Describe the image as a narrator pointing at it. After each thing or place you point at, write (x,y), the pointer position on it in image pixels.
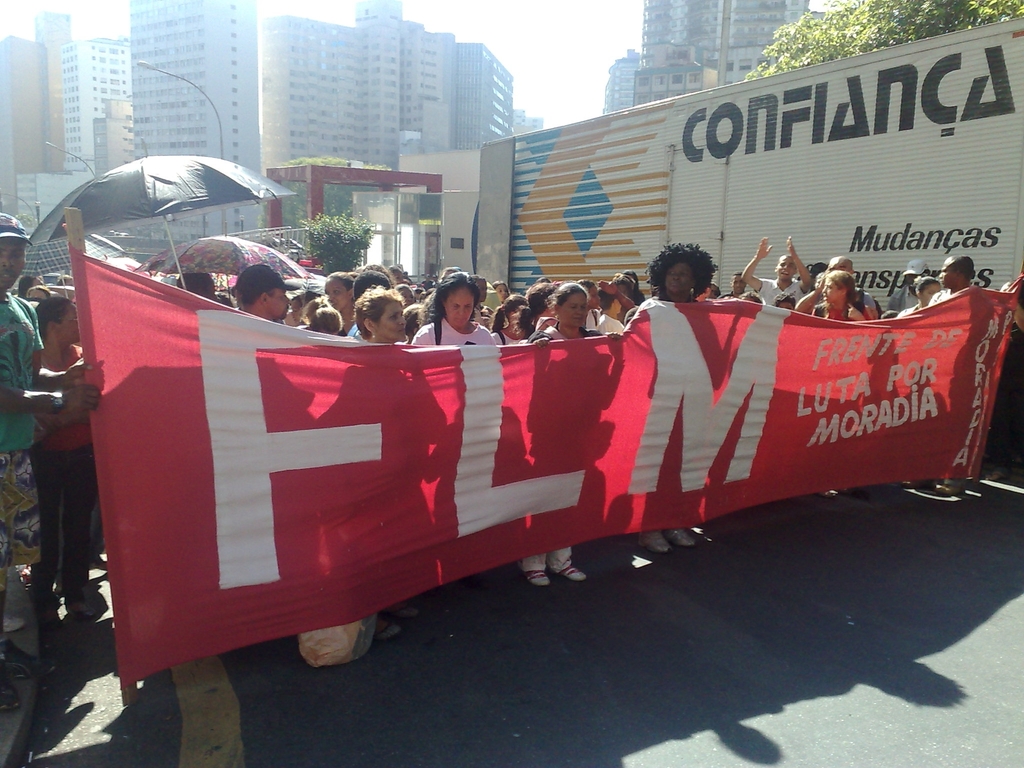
There are group of people (786,260) standing. I can see few people (561,326) holding a banner (245,388) and few people (290,313) holding the umbrellas (88,233). This looks like an iron container (790,159). These are the buildings (512,94) with windows (463,98). I can see the trees (346,236).
